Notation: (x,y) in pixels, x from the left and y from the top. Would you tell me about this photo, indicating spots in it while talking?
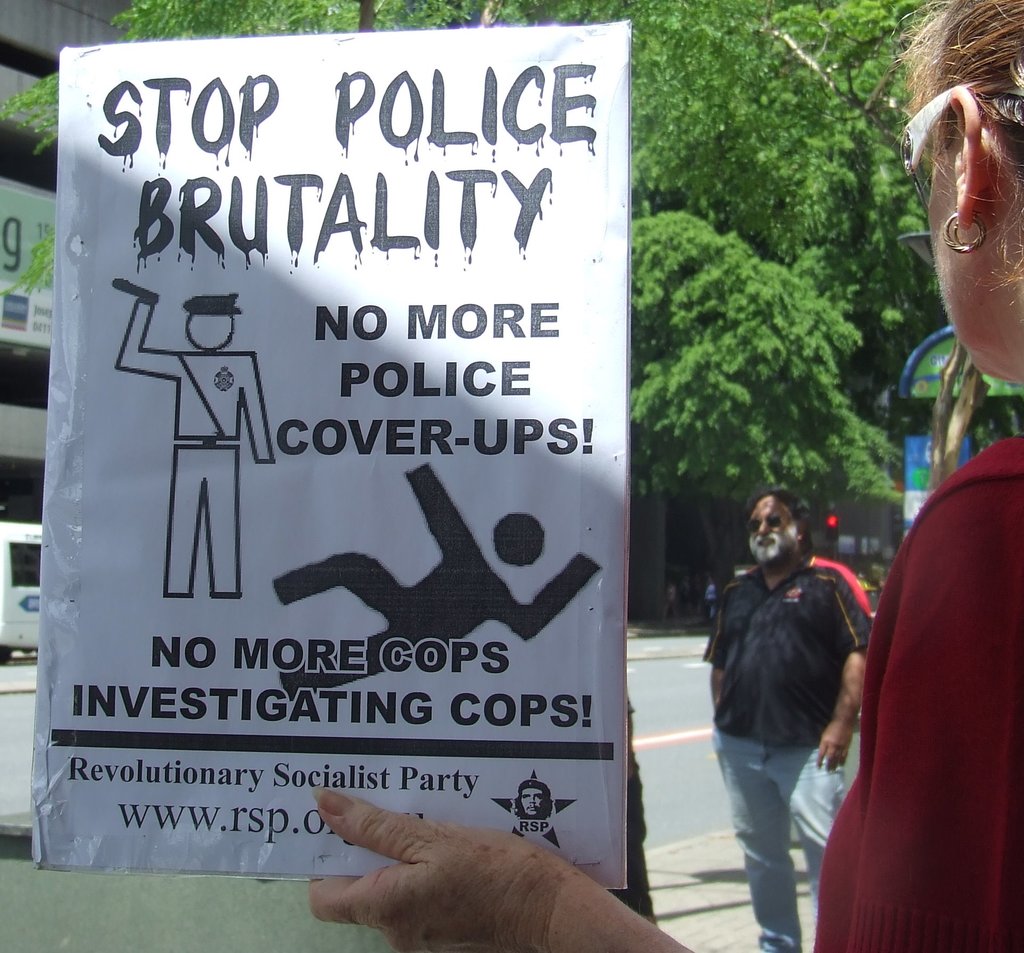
On the right side of this image (956,639) I can see a woman (902,629) wearing red color dress (873,826), holding a white color board (459,602) in her hand (434,860). On this board (240,328) I can see some text (386,194). In the background (754,629) there is a man (758,786) standing on the footpath (716,868). On the left side (34,605), I can see a white color vehicle (22,592) on the road (18,735) and also there is building (36,53). On the top of the image (740,97) I can see the trees (735,179).
